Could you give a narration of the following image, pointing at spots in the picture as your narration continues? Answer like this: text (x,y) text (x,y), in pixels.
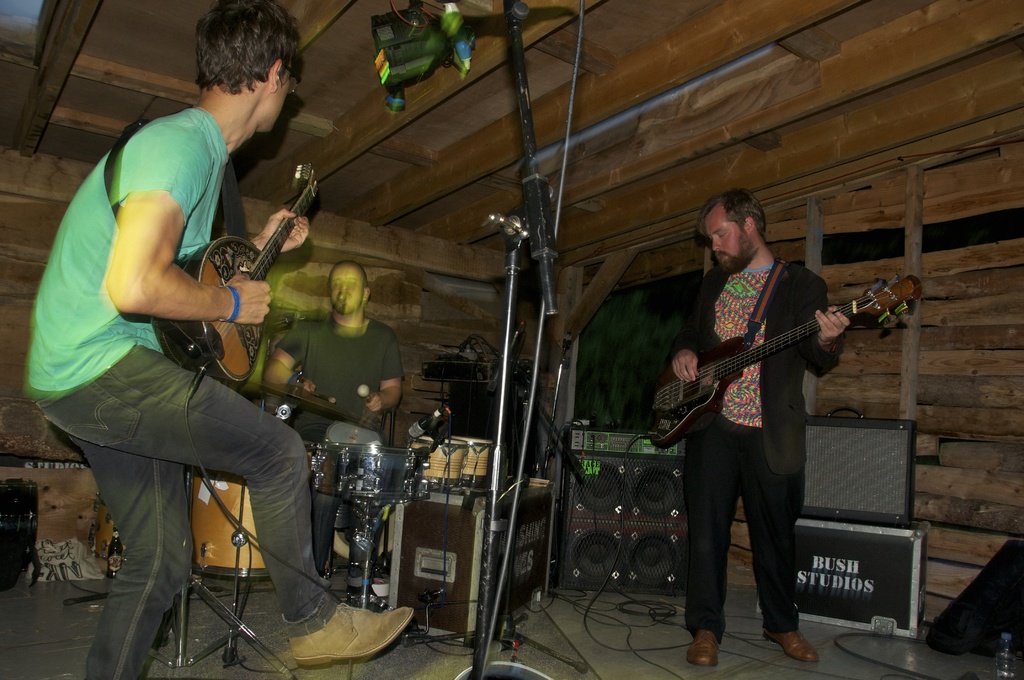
In this image there are three persons (268,449) who are playing musical instruments (482,446) two of them are playing guitar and one person (383,419) beating drums (400,468) and at the middle of the image (538,233) there is a microphone (542,333).
